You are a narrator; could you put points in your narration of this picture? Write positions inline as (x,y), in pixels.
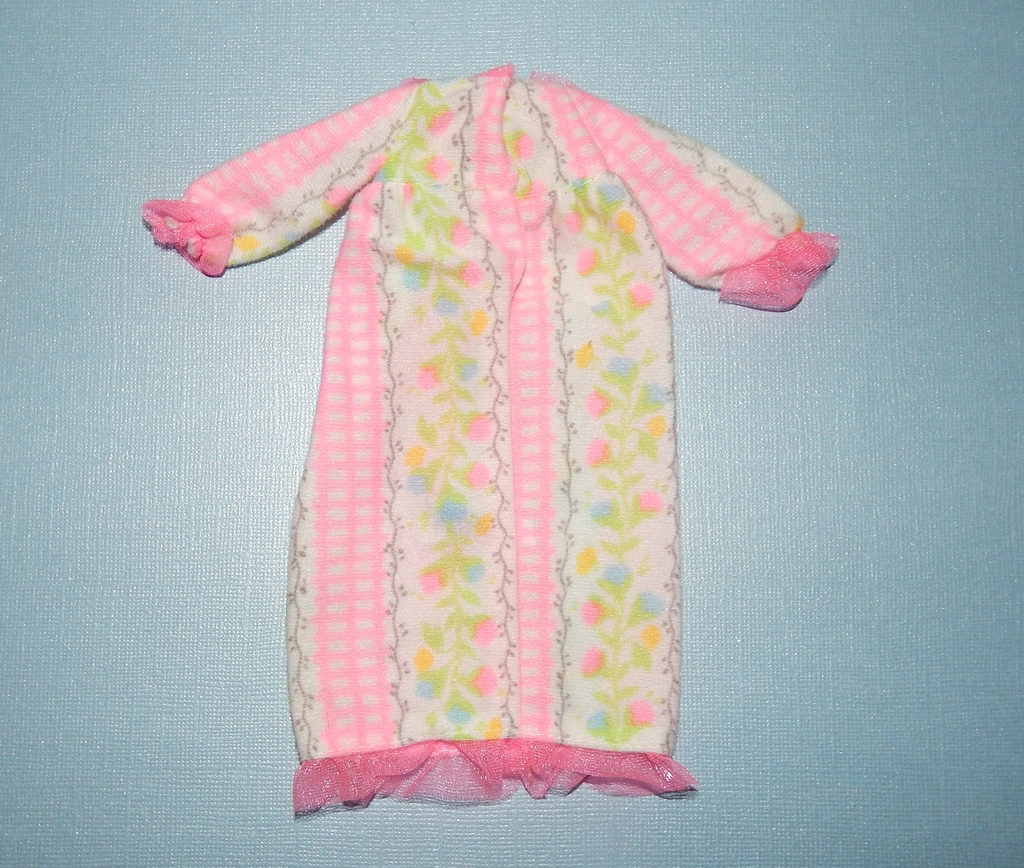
In this picture we can see a cloth (572,682) on a surface (788,554).
